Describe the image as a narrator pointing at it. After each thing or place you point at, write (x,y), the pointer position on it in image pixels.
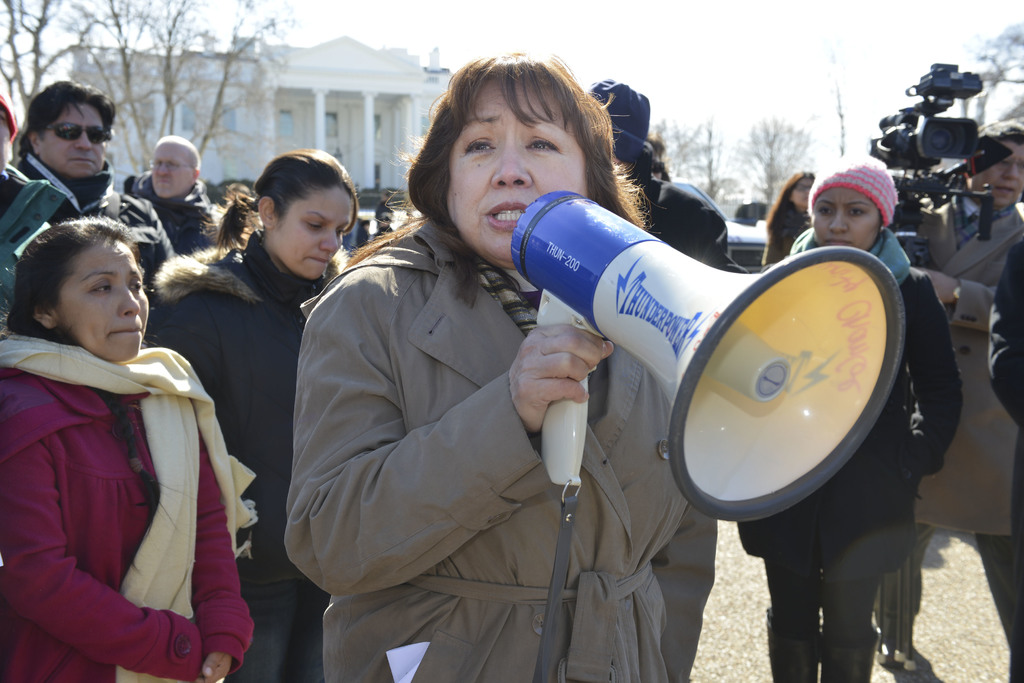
In this picture I can see a few people (462,234) standing on the surface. I can see a person (956,220) on the right side (970,220) holding the camera (934,171). I can see a person (464,298) holding the loudspeaker (560,434). I can see trees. I can see the building (320,116) in the background (292,77).
